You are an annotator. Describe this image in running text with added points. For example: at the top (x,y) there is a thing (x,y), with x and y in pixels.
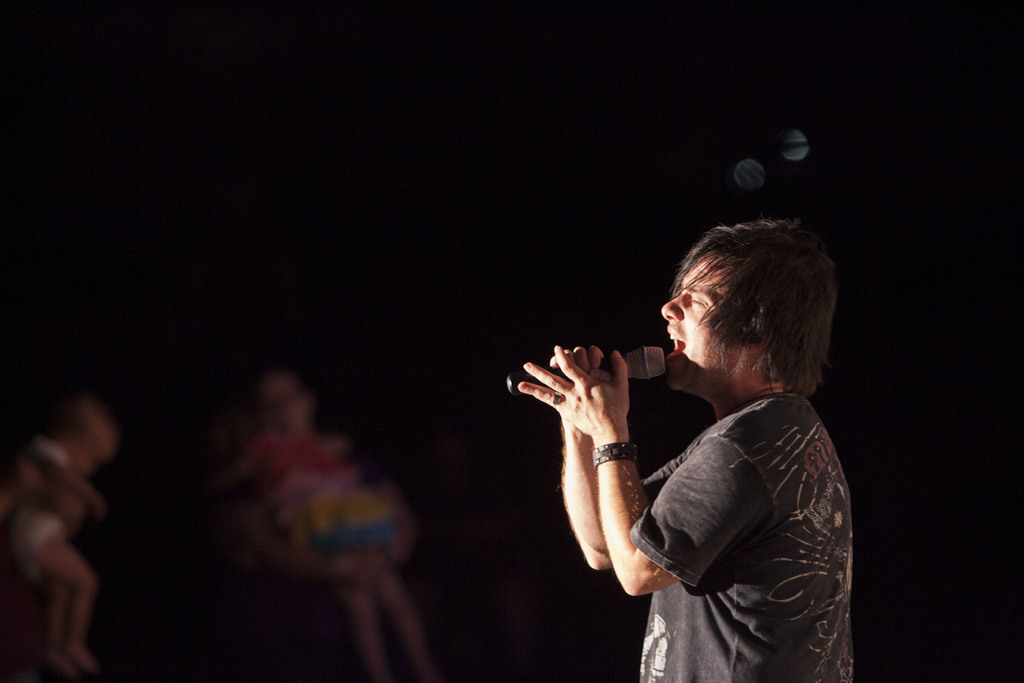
In this image we can see a person (716,507) is standing and holding mic (634,374) in his hand (587,384) and singing. He is wearing grey color t-shirt (712,608).
